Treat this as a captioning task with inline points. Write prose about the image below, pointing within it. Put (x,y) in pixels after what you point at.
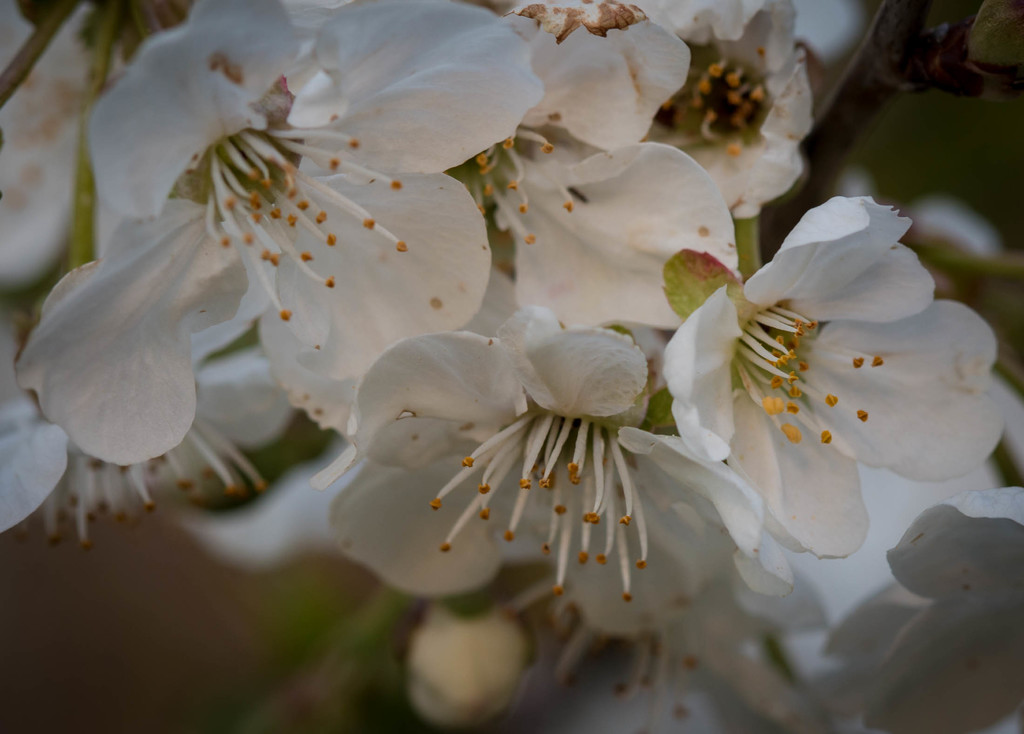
In the image we can see some flowers (566,37).
